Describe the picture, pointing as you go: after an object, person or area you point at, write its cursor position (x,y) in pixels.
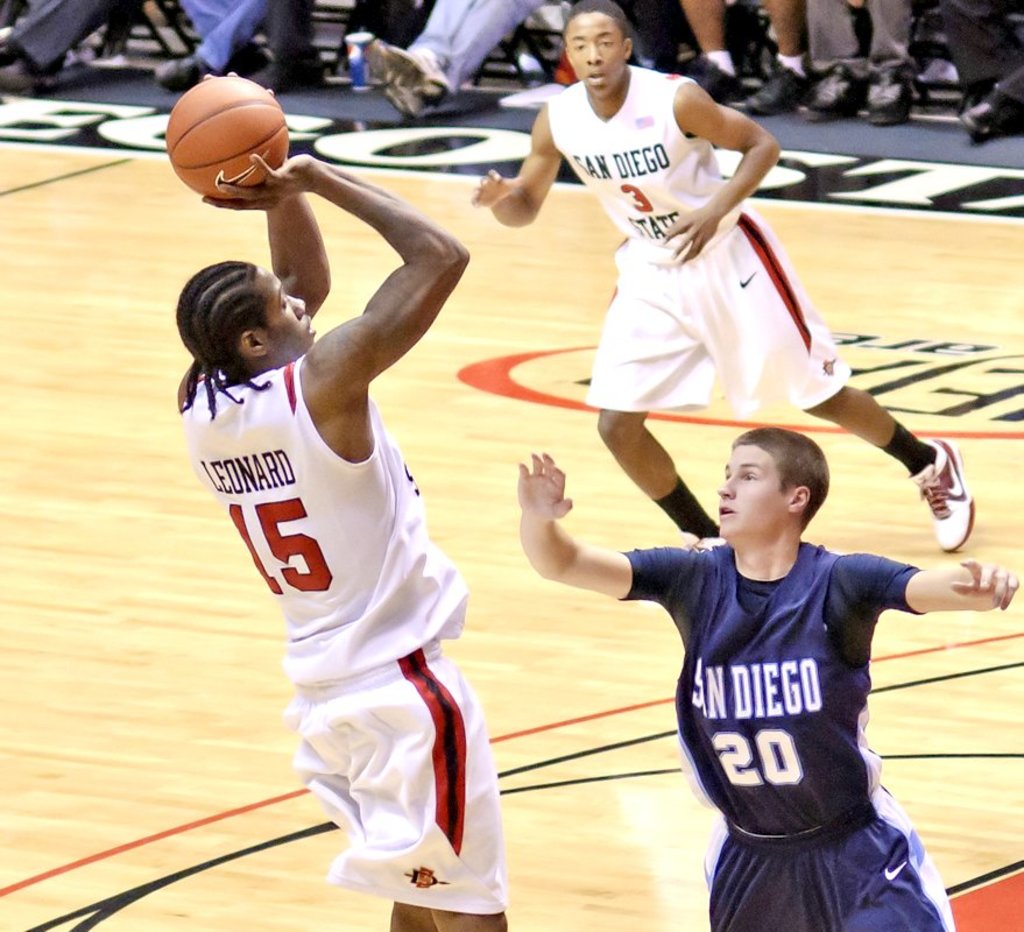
In this image there are people (713,537) playing in the court (595,667). There is a ball (262,102). There is a floor (267,792). At the top (903,112) we can see human legs (966,70) with shoes (838,109).
